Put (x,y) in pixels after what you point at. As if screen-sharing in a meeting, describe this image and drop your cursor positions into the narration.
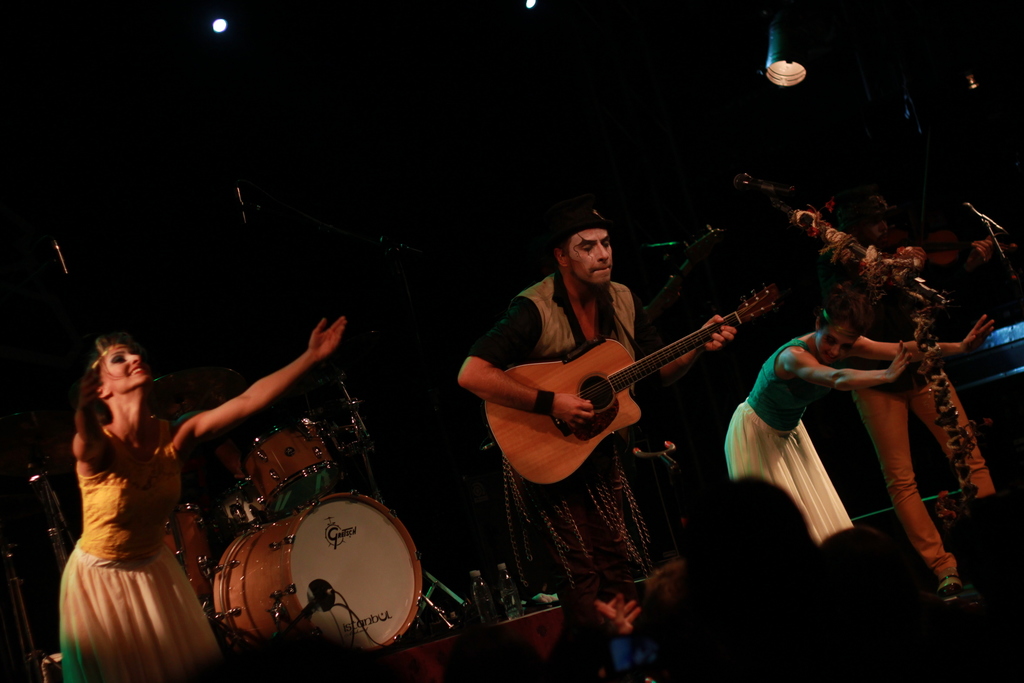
In the center of the image (545,400) there is a man (580,504) standing. He is playing a guitar (602,407). On the right (727,428) there is a girl (799,434) performing. On the left (97,527) there is another girl (109,461). In the background (204,460) there is a band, bottles (509,593) and drums (292,532).
